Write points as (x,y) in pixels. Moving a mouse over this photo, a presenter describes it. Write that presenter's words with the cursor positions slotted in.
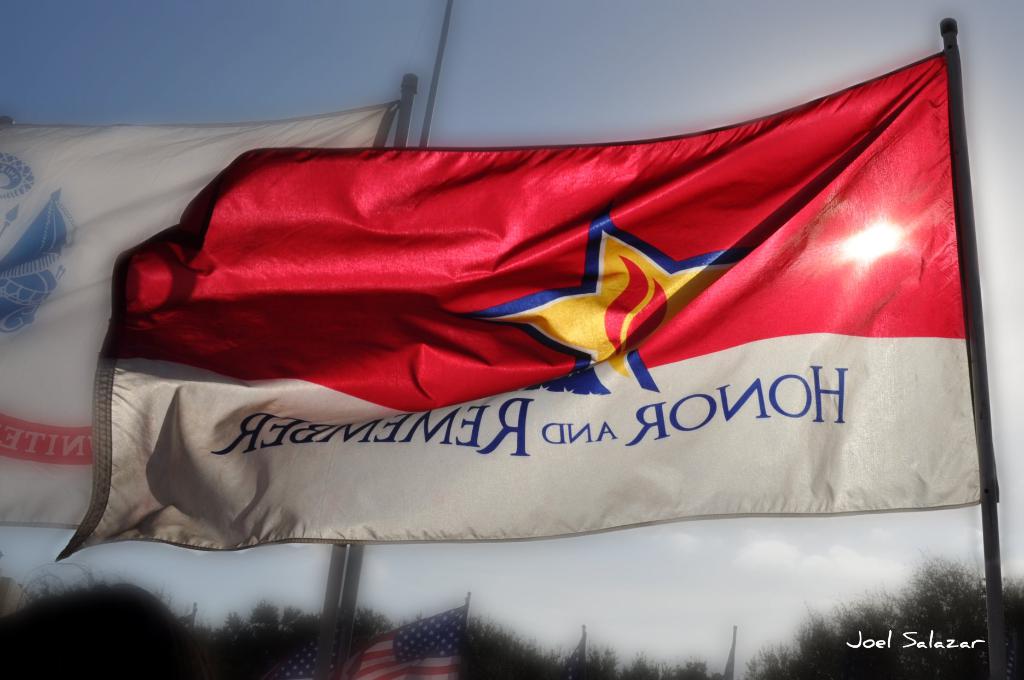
In this image we can see flags (61,256) with poles (735,639). At the bottom there are trees (797,643). In the background (787,642) there is sky (731,557) with clouds (744,539).
